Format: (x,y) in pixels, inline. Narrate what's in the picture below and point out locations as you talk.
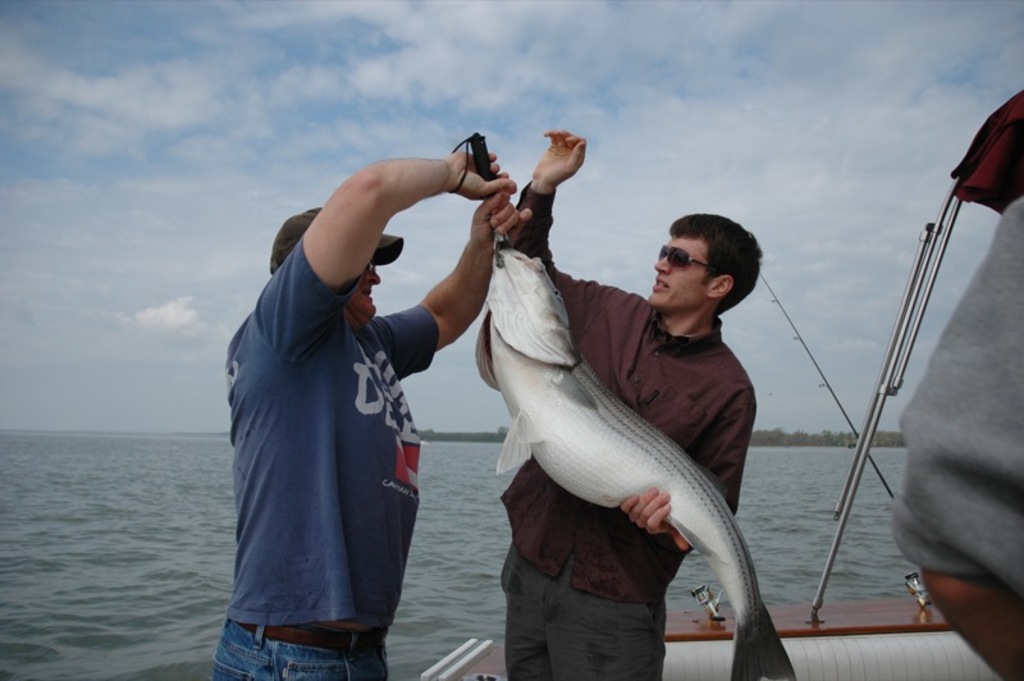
In this image I can see two people (666,351) are standing and one person (616,386) is holding the fish (514,256) and another person (498,233) is holding something. Back I can see the water (806,464), few trees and they are in the ship (963,659).
